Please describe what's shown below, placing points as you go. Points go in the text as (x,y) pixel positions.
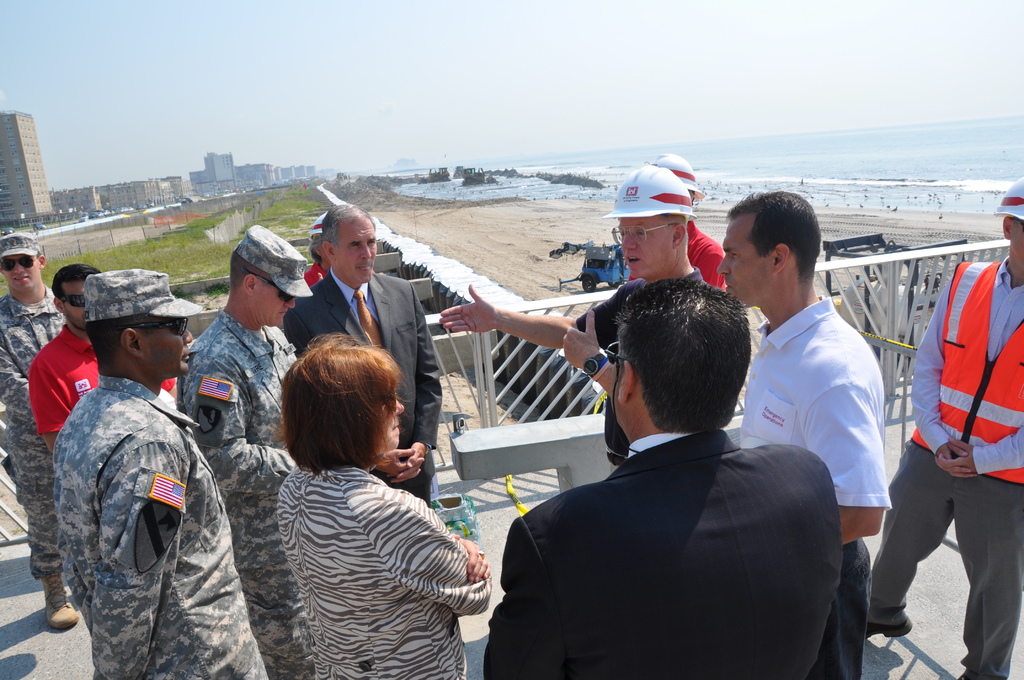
In this image we can see few persons (516,538) are standing on the road (954,657) at the fence (595,403). In the background (451,93) we can see water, objects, grass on the ground (550,272), poles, vehicles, buildings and the sky (287,78).
